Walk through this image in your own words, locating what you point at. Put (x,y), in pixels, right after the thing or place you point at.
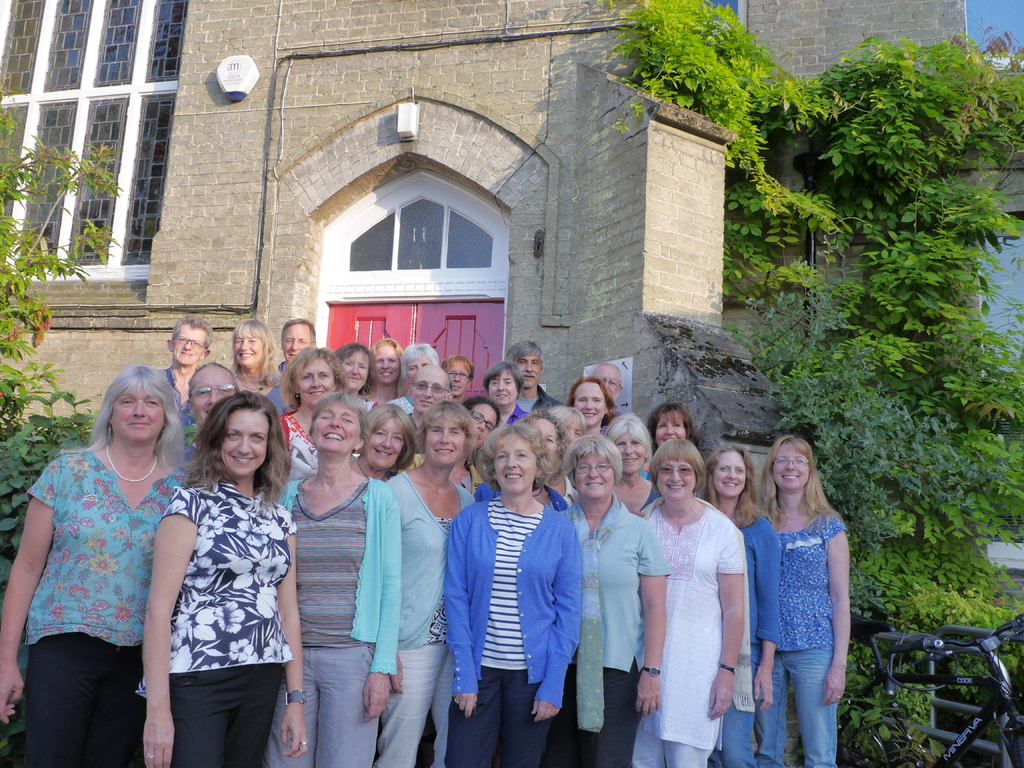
In the picture we can see group of people (485,522) standing and posing for a photograph and in the background (984,526) there are some plants (14,462), there is a wall (736,315) of a building (376,270), there is door (434,315) and there is window (143,65).
